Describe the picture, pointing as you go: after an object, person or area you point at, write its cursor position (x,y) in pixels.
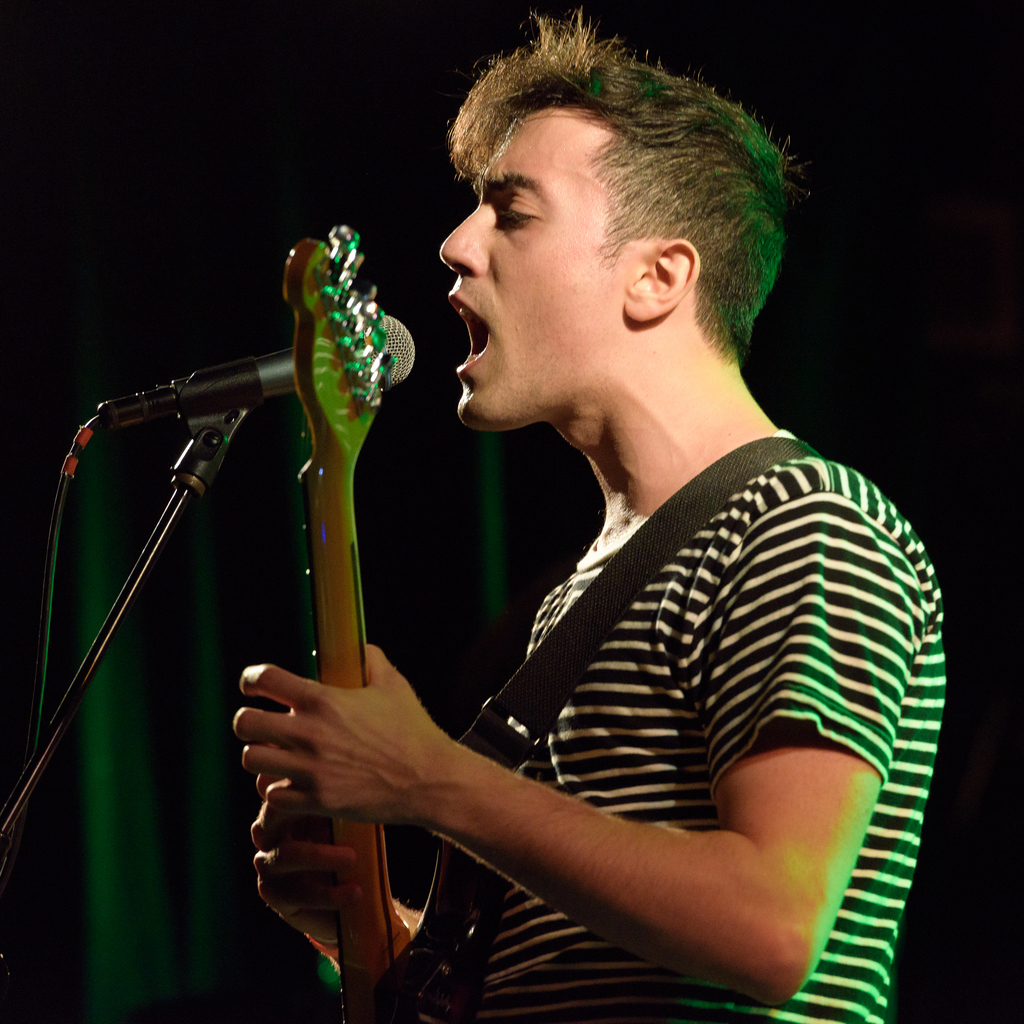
This picture consists of a man (593,764) standing and singing in front of the mic (392,339). Holding a musical instrument (336,620) in his hand (324,714).
